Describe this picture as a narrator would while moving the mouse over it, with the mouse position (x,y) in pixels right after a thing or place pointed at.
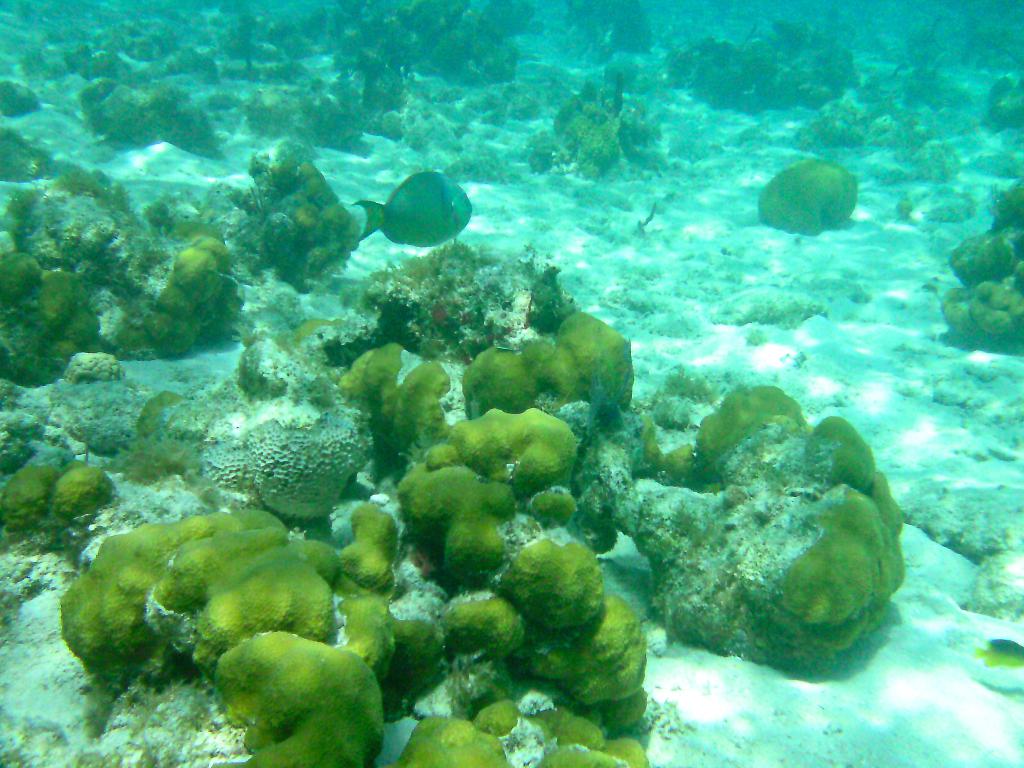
In this picture I can see there are few fishes (469,218) swimming in the water (456,499) and there are rocks (712,551) and sand (804,258).
